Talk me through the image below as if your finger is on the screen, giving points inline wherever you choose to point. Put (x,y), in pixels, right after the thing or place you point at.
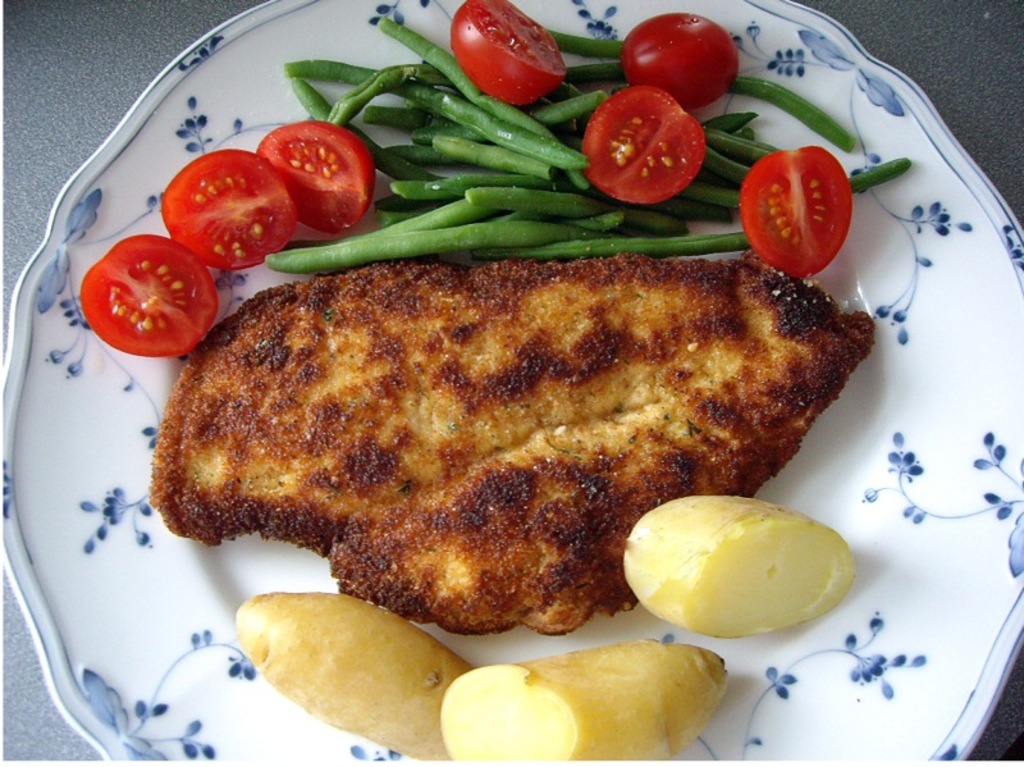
In this image, we can see food (364,398) on the plate (827,278) and at the bottom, there is table (937,63).
